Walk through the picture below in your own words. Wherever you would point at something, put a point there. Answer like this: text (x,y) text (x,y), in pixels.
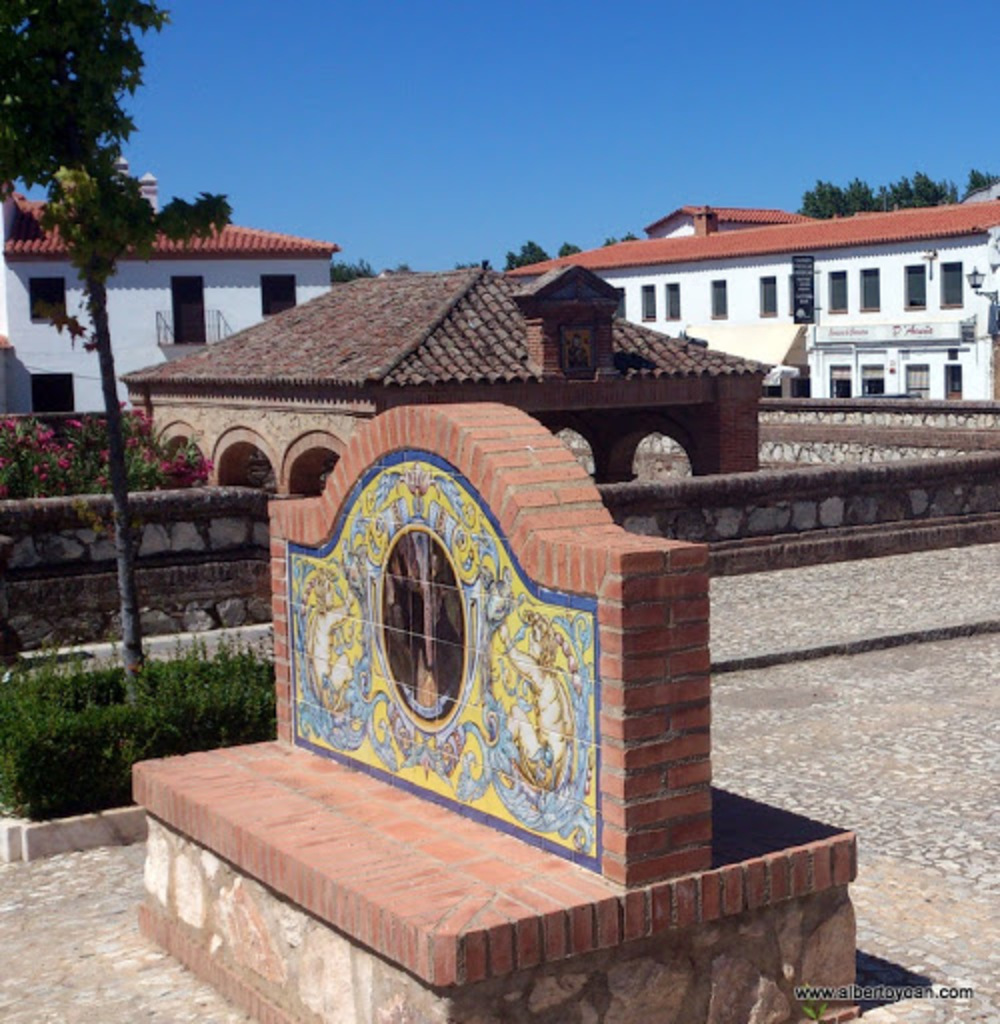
In the center of the picture (547,344) there are buildings (424,323), trees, plants (94,438) and flowers (149,438). In the foreground (610,547) there is a tree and there are plants (209,690) and bench (411,866). Sky (449,126) is clear and it is sunny.
